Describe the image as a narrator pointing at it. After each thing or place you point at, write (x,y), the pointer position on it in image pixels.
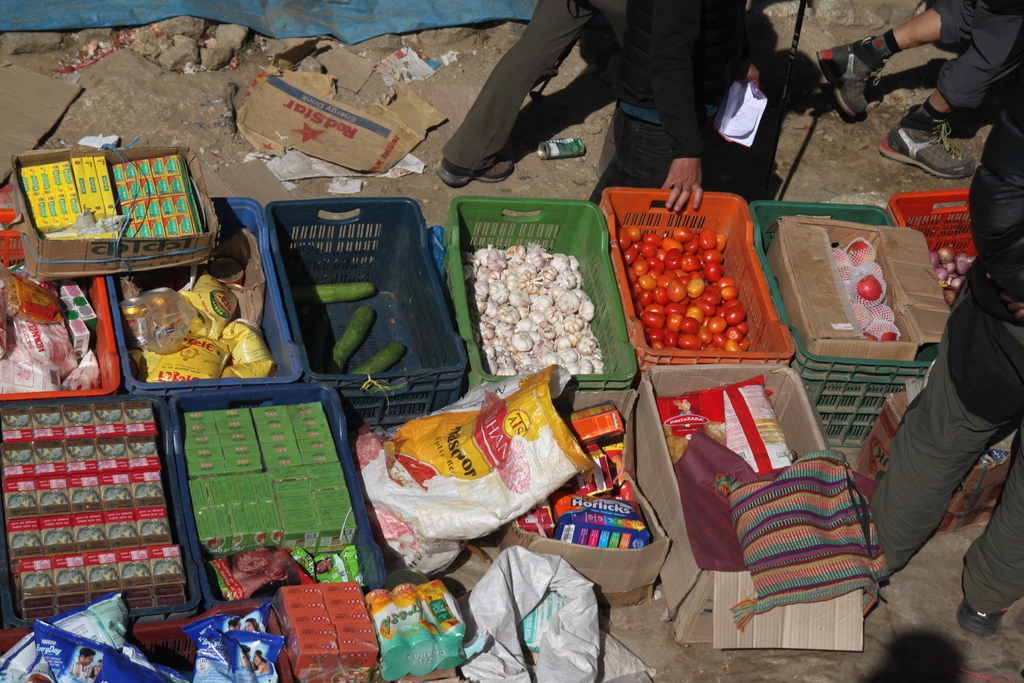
These are the baskets (445,325), which contain the food packets (215,575), cucumbers (350,282), garlic (556,324), tomatoes (700,305) and few other items (852,317) in it. I can see two people (705,123) standing. This looks like a cardboard box (361,127) and papers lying on the ground (208,103). On the right side of the image (873,56), I can see a person (993,58) walking.
